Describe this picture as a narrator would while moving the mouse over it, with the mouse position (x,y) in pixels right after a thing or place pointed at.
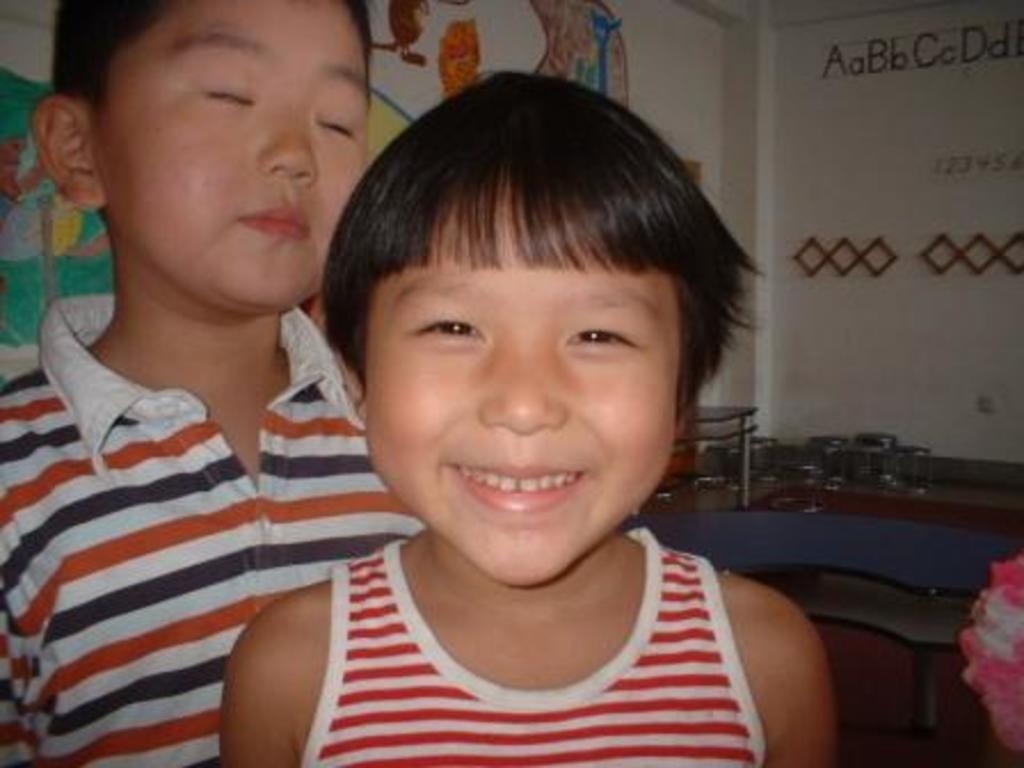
There are two kids (459,214) and this kid (485,357) smiling. Background (871,529) we can see painting (544,33) on this wall (563,70) and some objects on the surface (1010,487).
